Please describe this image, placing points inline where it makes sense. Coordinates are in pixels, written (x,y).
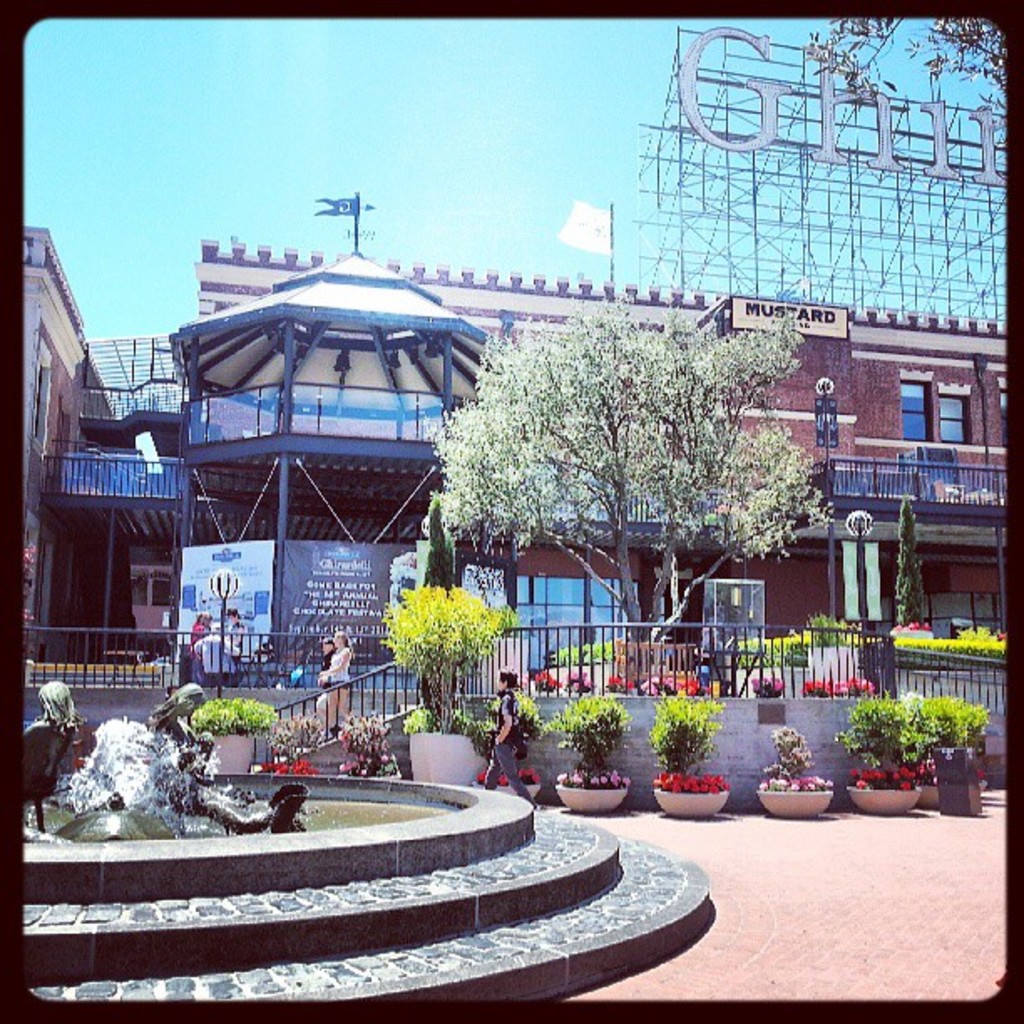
This is an edited image. It has borders (1014,70). In the bottom left of the image (29,756) there is a fountain (157,723). In the background of the image (26,426) there is a building (336,268). There is a tree (624,600). There is a staircase railing (390,662).
